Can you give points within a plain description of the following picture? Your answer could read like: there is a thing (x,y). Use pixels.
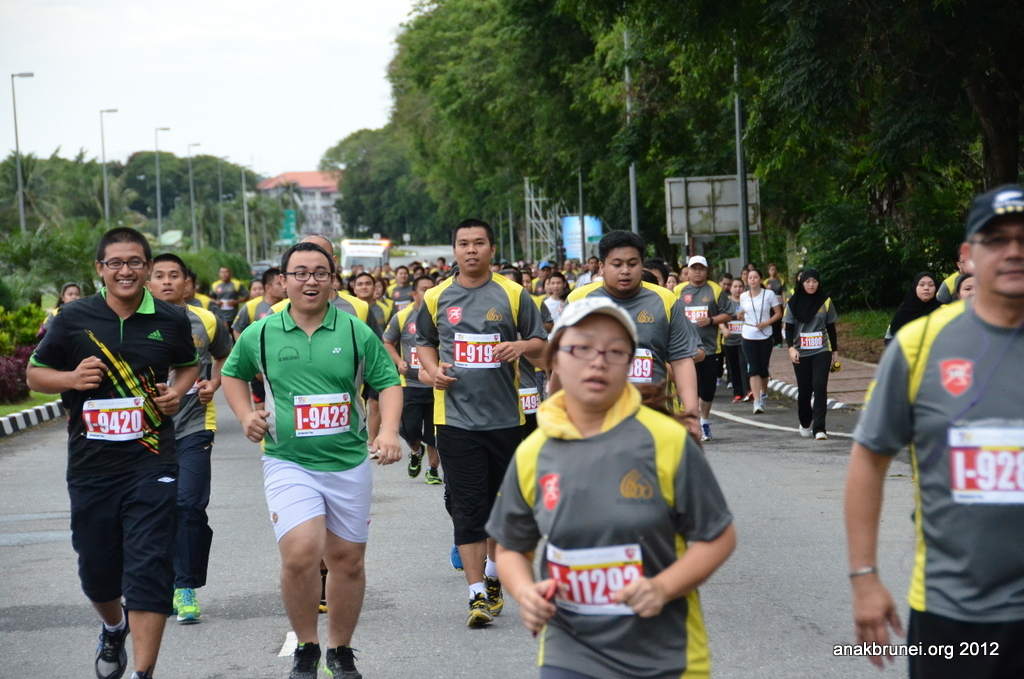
In this picture we can see a group of people (166,611) running on the road (820,506), poles (17,146), trees (452,170), building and in the background (182,74) we can see the sky (235,71).
